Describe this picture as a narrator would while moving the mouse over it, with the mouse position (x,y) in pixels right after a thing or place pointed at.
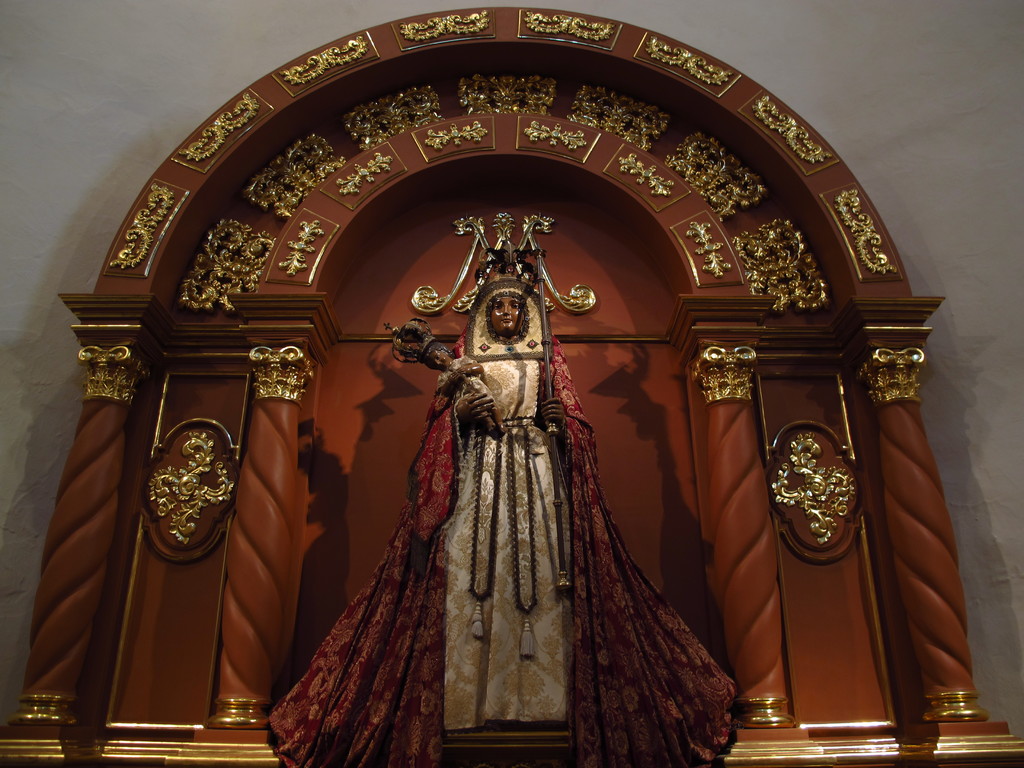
In the image we can see the sculpture (427,572) of a person (487,587) standing, wearing clothes (502,568) and holding an object (461,396) in hand (480,412). Here we can see the arch construction (619,283) and the wall (871,124).
